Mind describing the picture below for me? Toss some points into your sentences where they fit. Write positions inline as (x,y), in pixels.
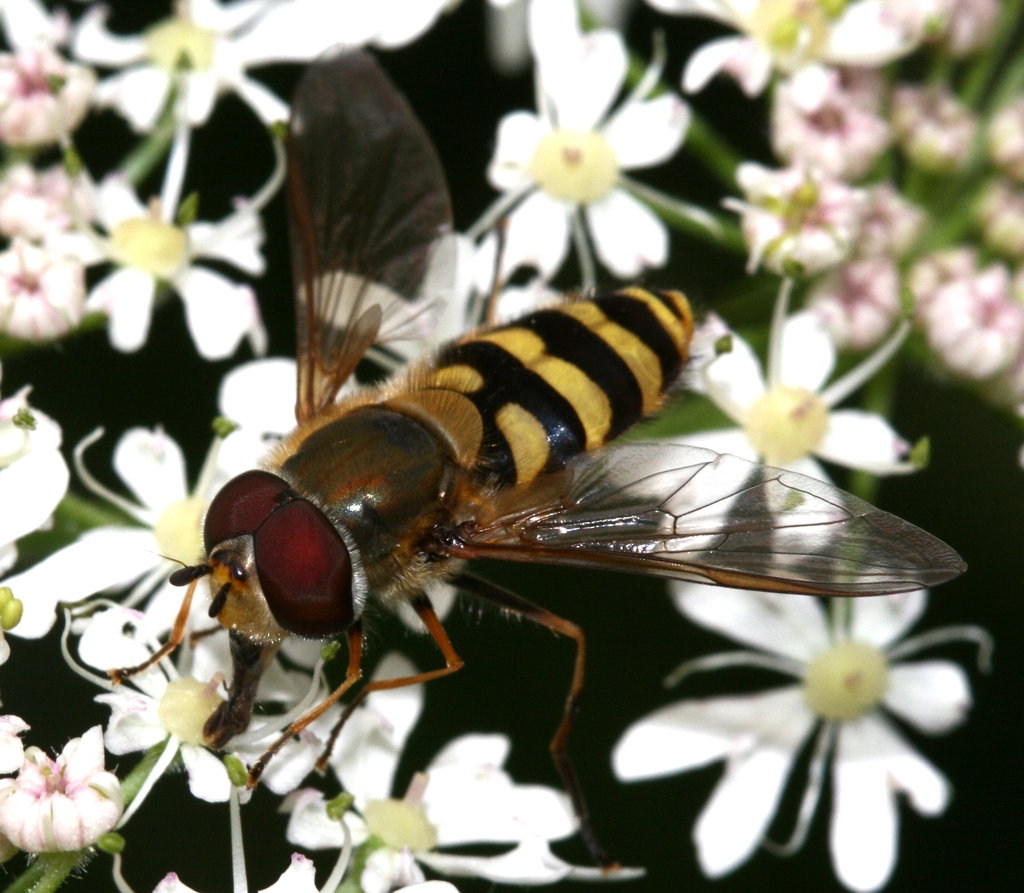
This image consists of a hoverfly (427,582) on the flowers (406,869). In this image, we can see the white flowers (495,763).
